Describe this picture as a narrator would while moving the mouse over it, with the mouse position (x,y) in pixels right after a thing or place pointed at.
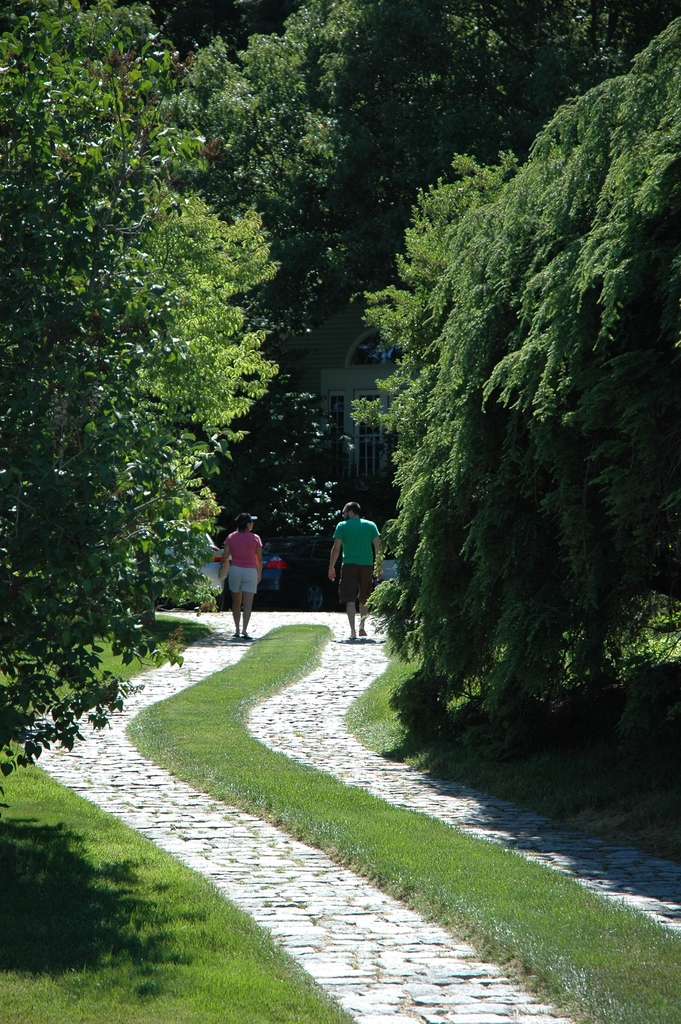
In this image two persons (235,605) are walking on the path (312,619) having few grass (454,909) in middle of it. There are few trees (10,635) on the grassland (352,795). There are few cars (269,569), behind there is a building (359,449).
